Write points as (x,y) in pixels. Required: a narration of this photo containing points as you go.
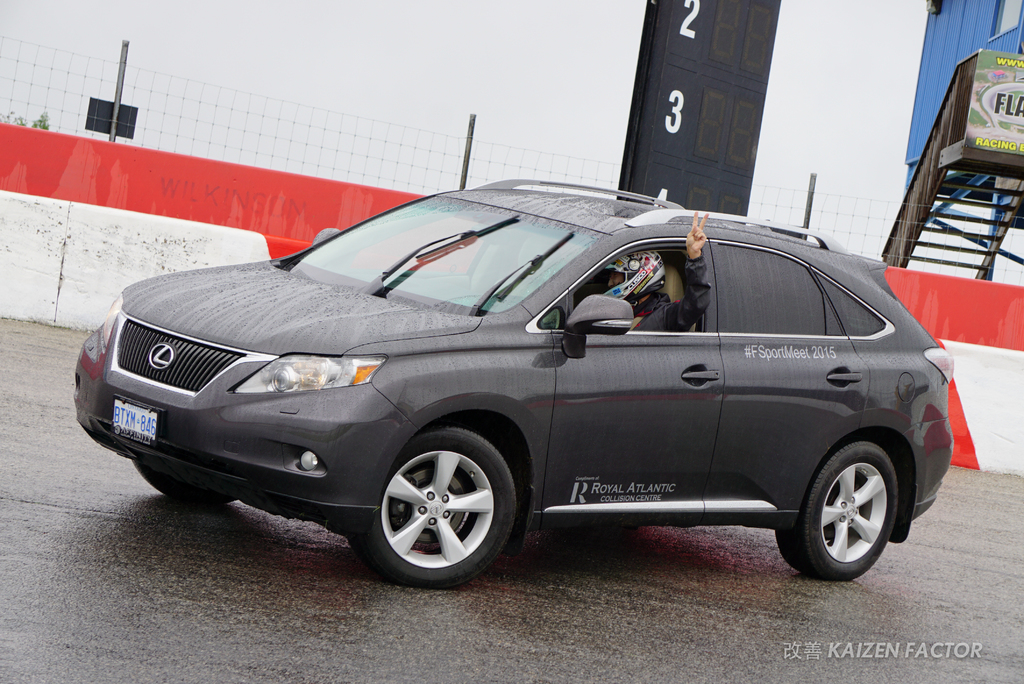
In the middle of the image (541,346) we can see a car (624,449) on the road (644,544) and a person (645,317) is seated in it, in the background (538,157) we can see few metal rods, fence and a hoarding (1005,114), in the bottom right hand corner (867,650) we can see some text (869,645).
